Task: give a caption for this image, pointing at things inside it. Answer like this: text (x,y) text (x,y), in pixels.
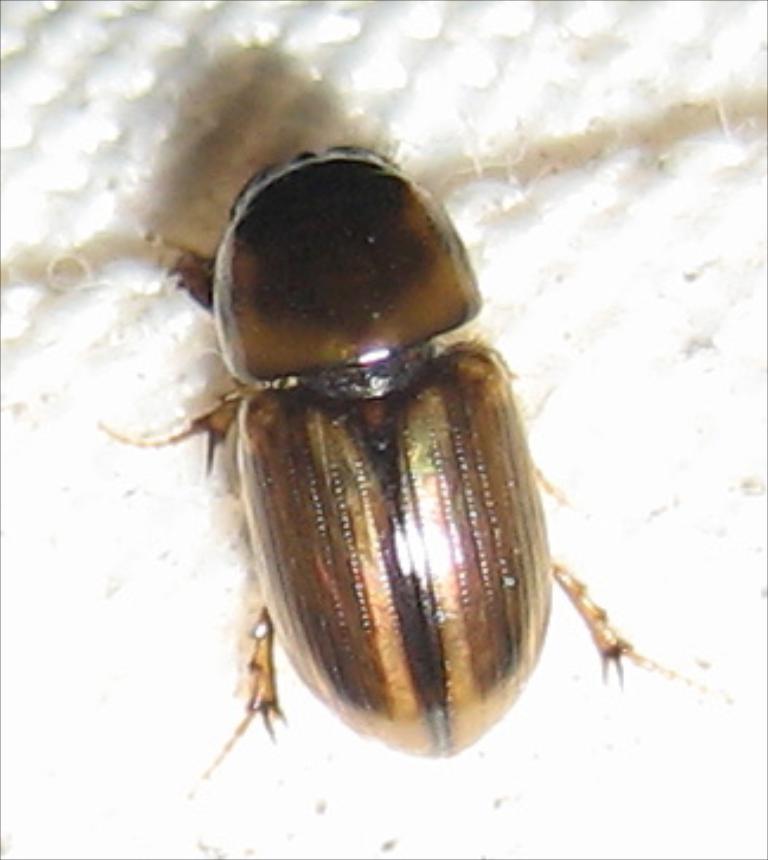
In this image I can see the brown and black color insect (405,323) on the white color surface (585,198).
